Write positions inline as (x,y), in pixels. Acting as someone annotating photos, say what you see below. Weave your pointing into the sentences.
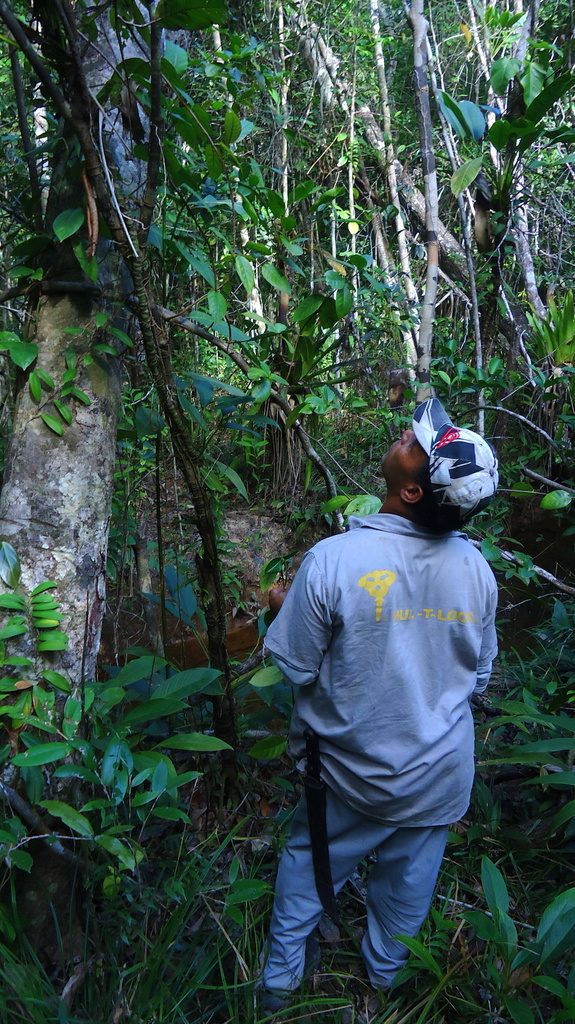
In this picture there is a man (310,890) standing and there are trees (318,332). At the bottom (141,934) there is ground (471,940) and there are plants (251,460).
